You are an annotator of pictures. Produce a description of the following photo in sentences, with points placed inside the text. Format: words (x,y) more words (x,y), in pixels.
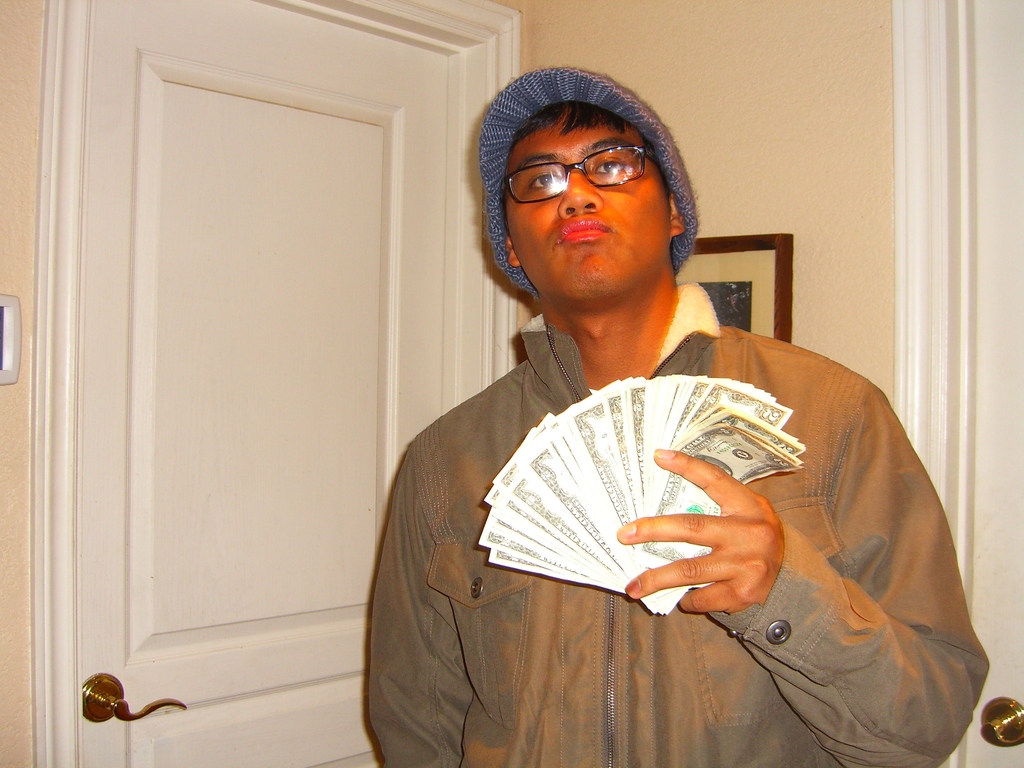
In the image there is a man (567,144) with a hat (680,180) on his head (609,142) and he kept spectacles (592,177). And he is holding the currency notes (598,468) in his hands (657,453). Behind him there is a wall (817,121) with frame (729,309). And also there are white colored doors (279,420) on the wall (22,252).
